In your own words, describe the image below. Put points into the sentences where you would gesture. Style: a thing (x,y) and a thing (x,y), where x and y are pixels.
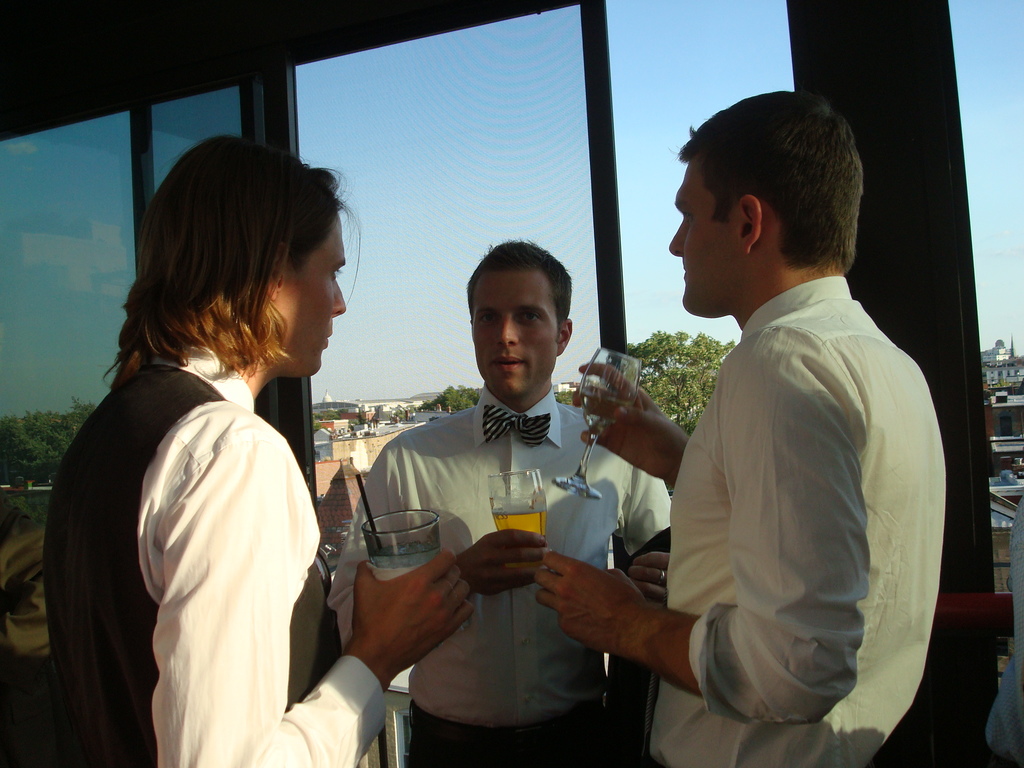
In this picture there are three men (315,616) standing and holding glasses (394,536) and we can see glass windows (114,216), through glass windows (986,123) we can see buildings (374,452), trees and sky (5,341).
